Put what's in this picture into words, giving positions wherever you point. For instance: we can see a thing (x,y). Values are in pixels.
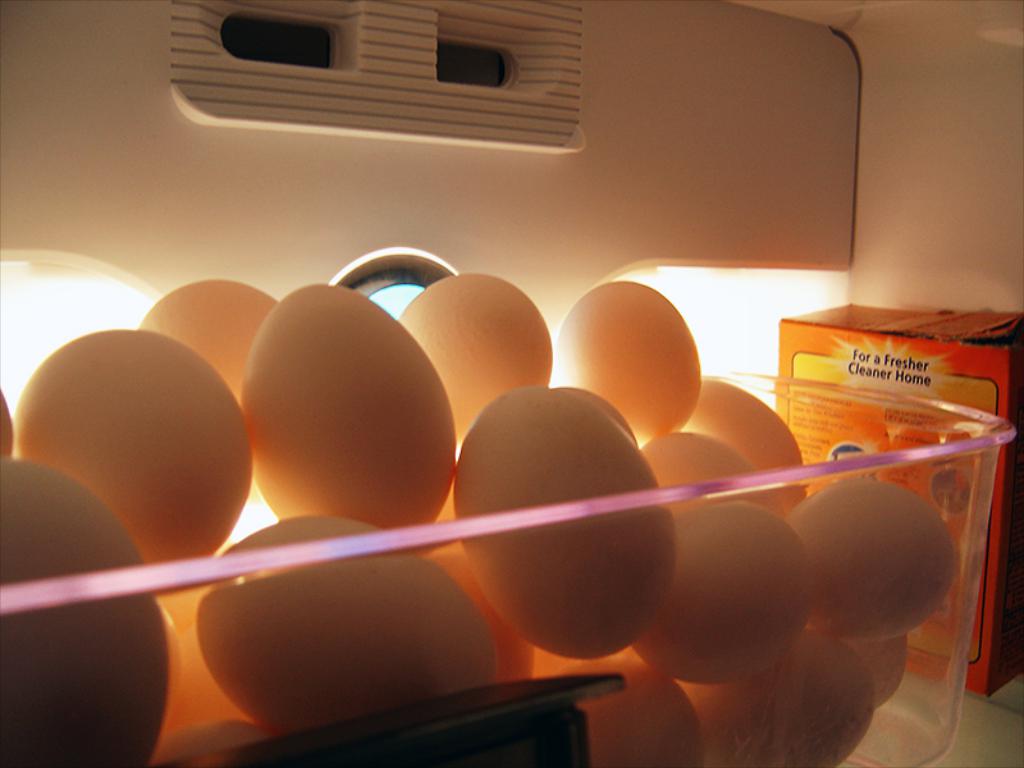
This is the inside picture of the fridge (135,178). In this image there are eggs (576,453) in the bowl (979,434). Beside the bowl (956,690) there is some box (1002,391). Behind the eggs (590,366) there are lights (42,309).
